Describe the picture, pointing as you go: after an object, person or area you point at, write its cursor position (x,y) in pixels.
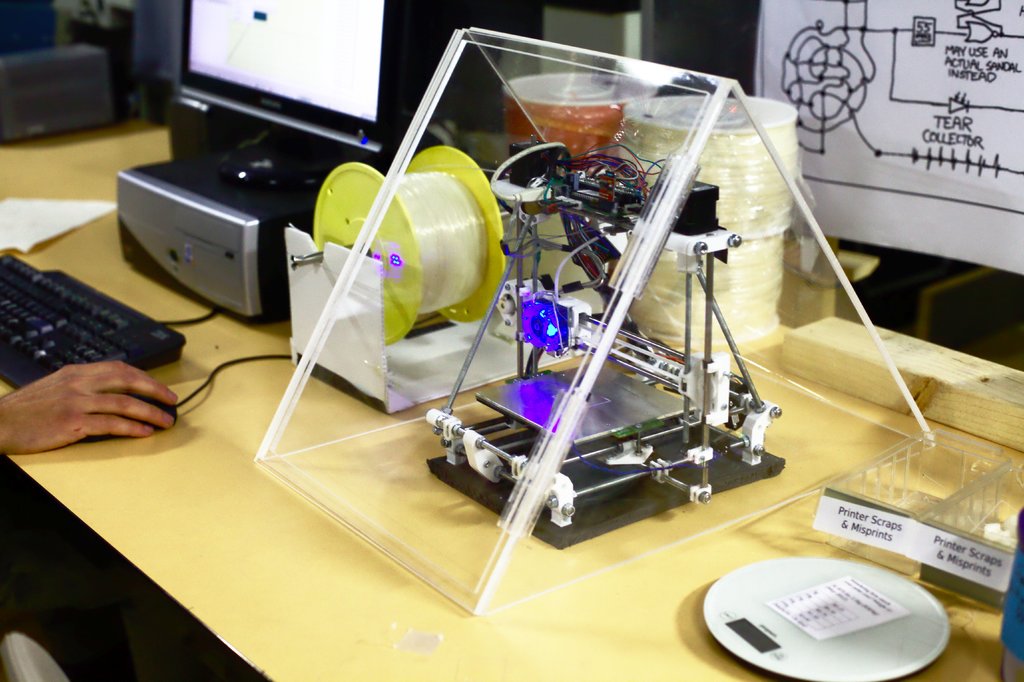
In this picture we can see a person's hand (74,380) on a mouse (179,403), keyboard (85,356), papers (834,510) and some objects (320,231) on the table (110,439) and in the background (88,19) we can see some objects (76,10).
